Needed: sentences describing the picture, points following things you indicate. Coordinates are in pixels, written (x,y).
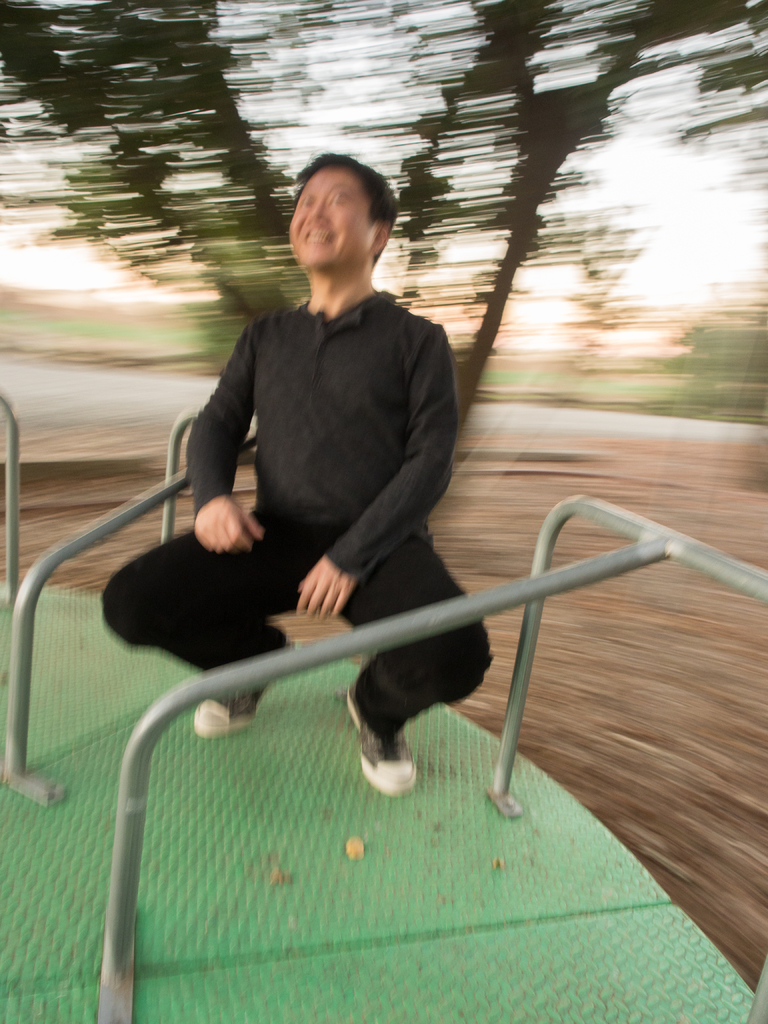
In the image we can see a person (288,514) sitting in a squat position. Here we can see a metal object (450,619). And the background (182,150) is blurred.
